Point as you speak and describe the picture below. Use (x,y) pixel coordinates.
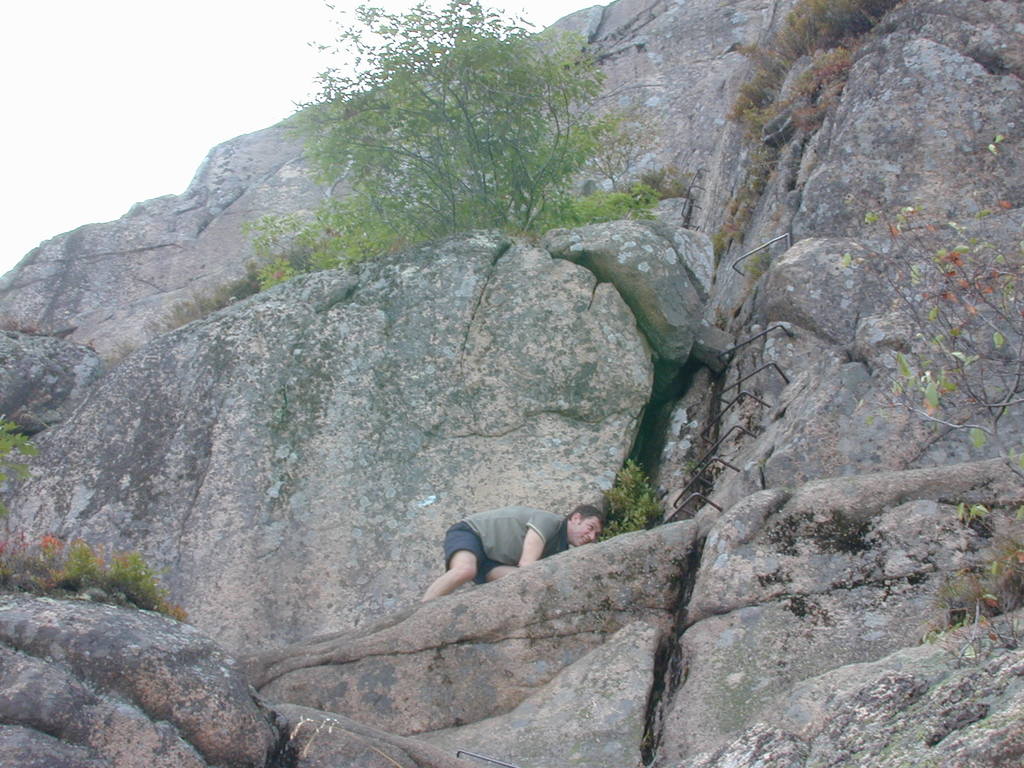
This is an outside view. In this image I can see many rocks (326,351). At the bottom (547,536) there is a man (534,543) on a rock (551,577). In the middle of the rocks (172,473) there are some plants (672,183). At the top of the image (166,95) I can see the sky (168,114).
